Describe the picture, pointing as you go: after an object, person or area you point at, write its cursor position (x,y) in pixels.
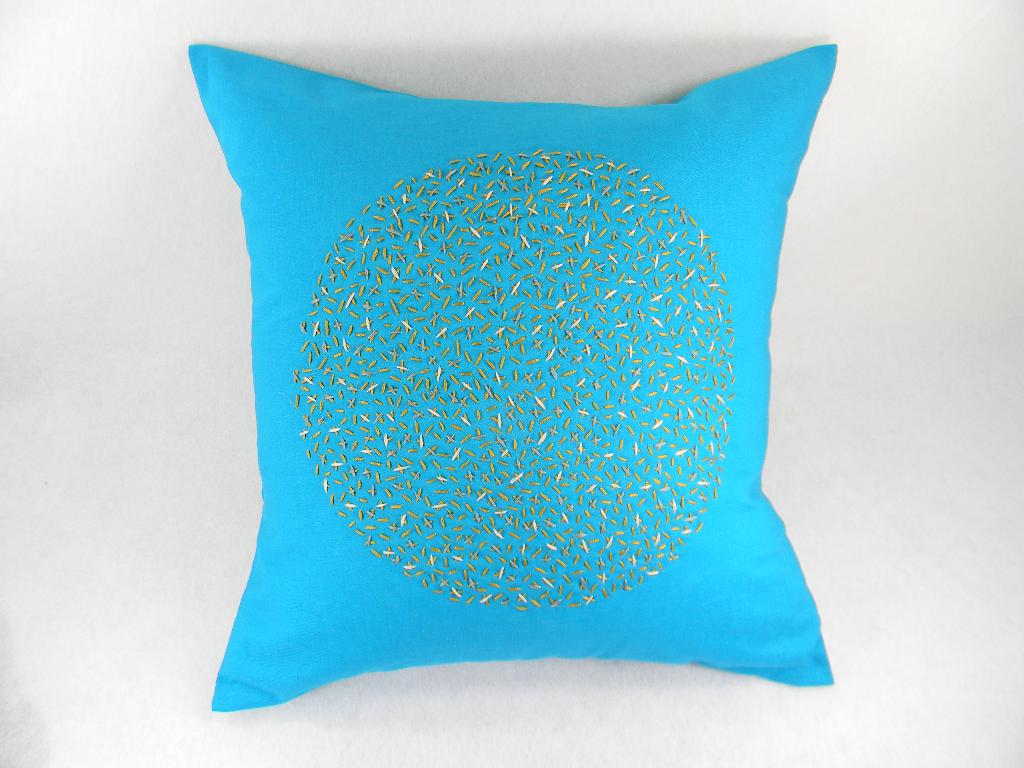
In this image there is a blue color pillow (544,406), the background of the image (44,64) is white in color.
